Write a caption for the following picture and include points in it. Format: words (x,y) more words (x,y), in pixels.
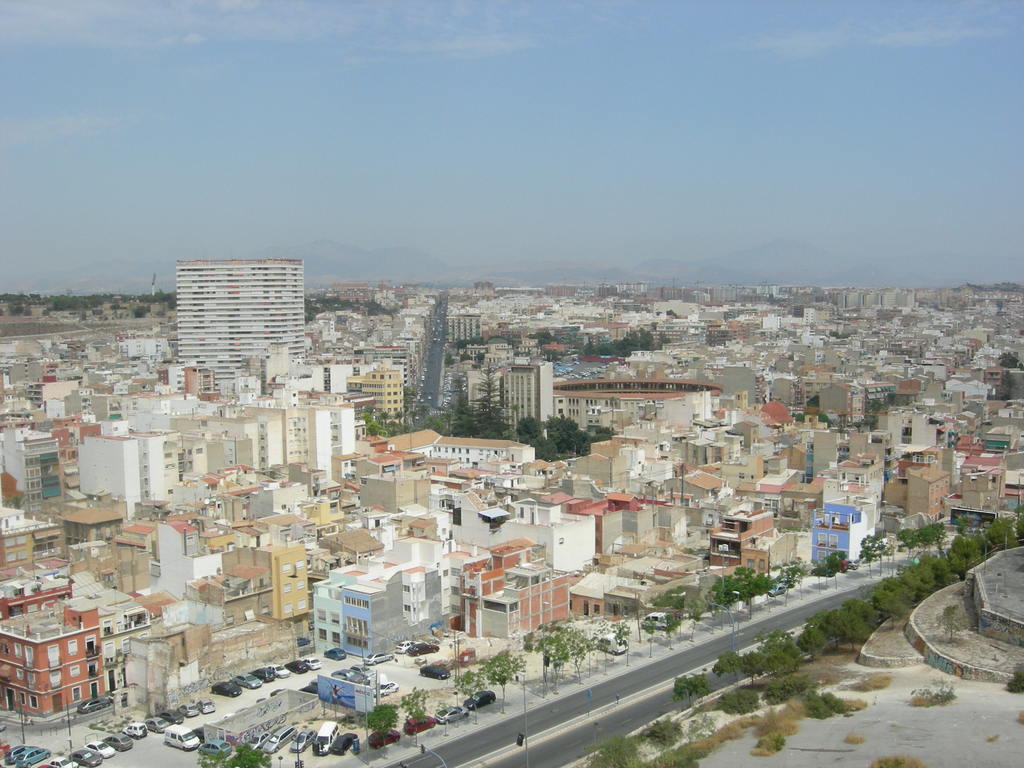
In this picture we can see buildings (166,406) and trees (552,434), there are some vehicles (142,735) and poles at the bottom (86,765), we can see the sky (635,74) at the top of the picture (422,137).
